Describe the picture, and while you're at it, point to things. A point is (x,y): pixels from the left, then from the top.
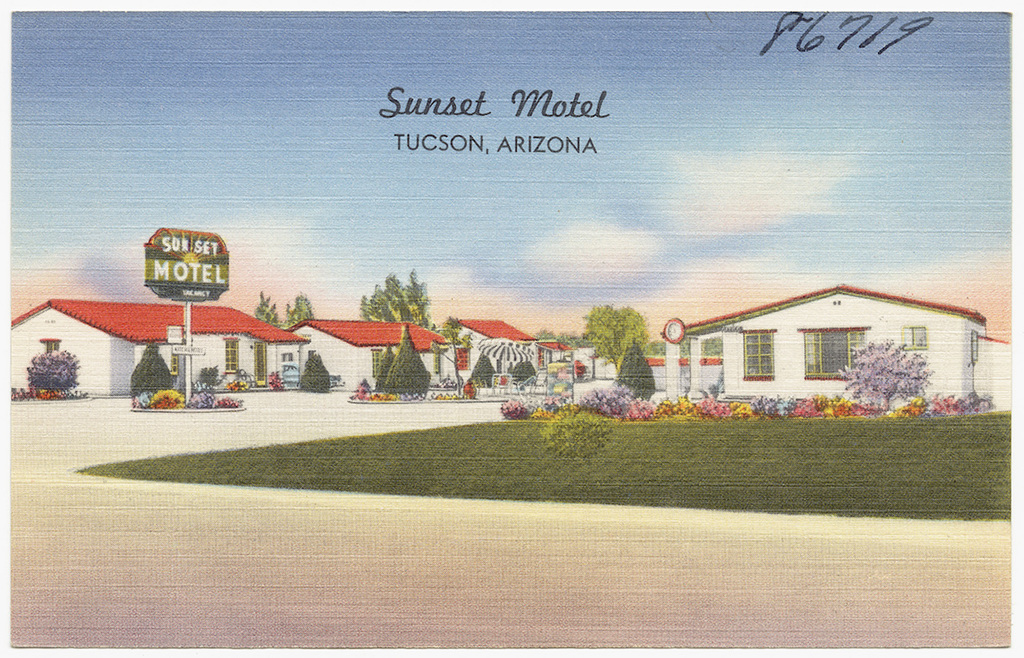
In this image we can see a picture of a group of buildings (596,358) with windows (861,335), roofs (715,320) and pillars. In the center of the image (578,411) we can see group of flowers (738,414) on plants (886,381), trees (861,381). In the foreground (553,468) we can see the grass field (497,468). On the left side of the image (202,263) we can see a board (210,281) with text (192,266) placed on a pole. In the background (782,215), we can see the cloudy sky (603,286). At the top of the image (548,132) we can see some text (529,140).
